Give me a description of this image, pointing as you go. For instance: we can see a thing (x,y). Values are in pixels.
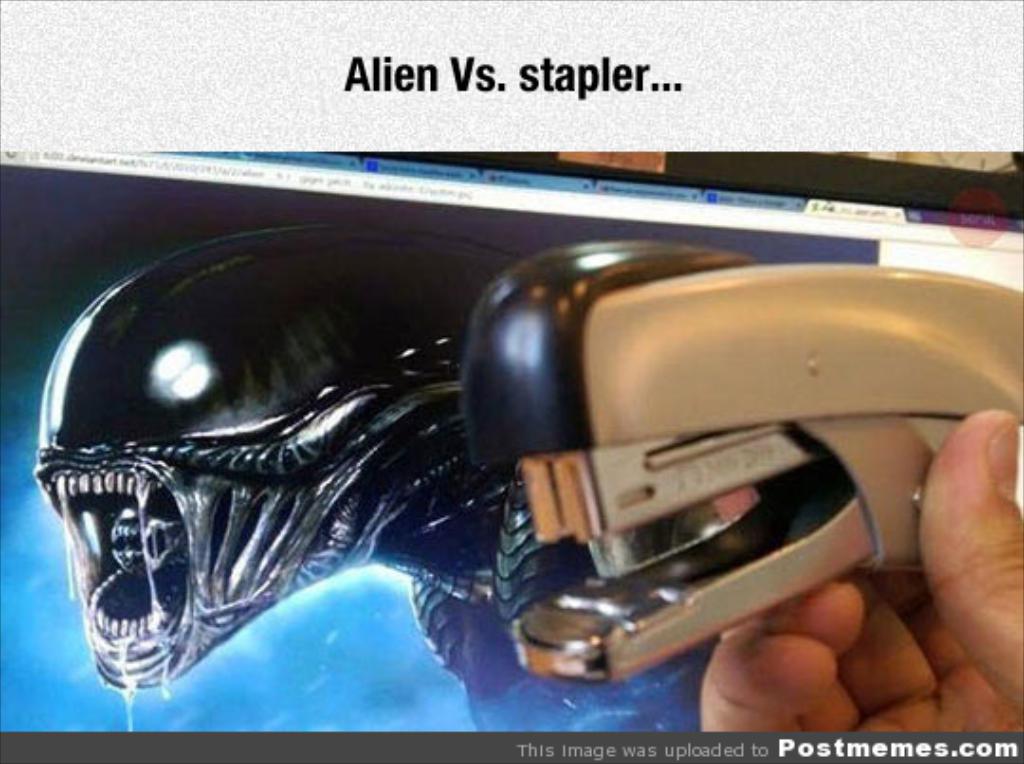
In this image I can see few fingers (980,524) of a person (893,593) and I can see this person (935,534) is holding a stapler (791,594). In the background (734,243) I can see a screen (218,183) and on it I can see a black colour thing (486,280). On the top side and on the bottom right side of the image (932,745) I can see few watermarks (990,744).
